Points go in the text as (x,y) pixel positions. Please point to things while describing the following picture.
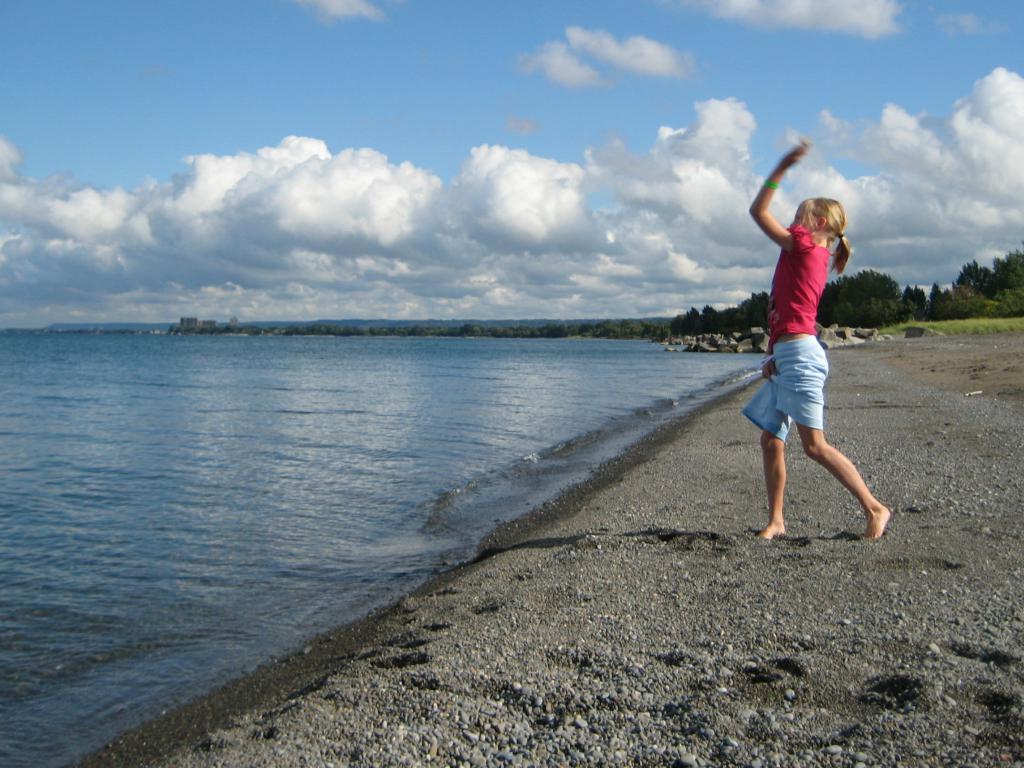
In this picture I can see a person (814,324) standing on the surface (761,594). I can see water (697,403). I can see trees (843,313) on the right side (843,313). I can see clouds (435,223) in the sky (429,126).
